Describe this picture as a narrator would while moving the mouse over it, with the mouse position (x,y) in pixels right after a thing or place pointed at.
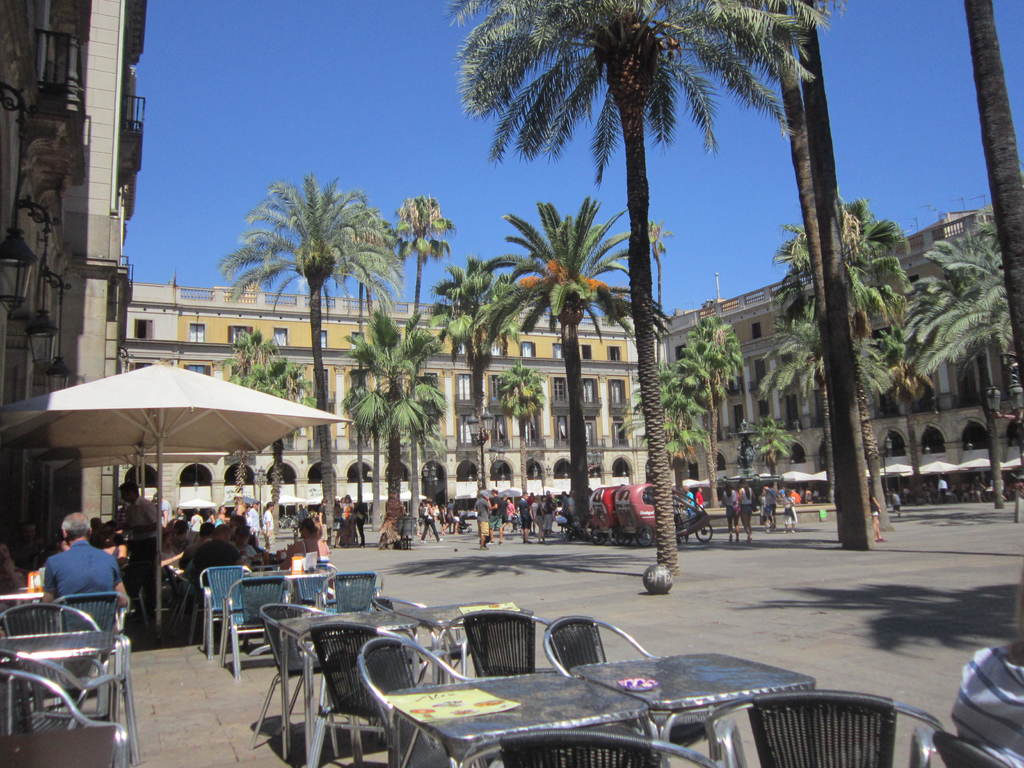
The picture is clicked outside. In the foreground (739,666) we can see the tables (284,659) and the chairs (636,741) and we can see the group of persons (208,541) sitting on the chairs (228,581) under a white color tent (188,455) and there is a person (141,567) standing on the ground (165,653). In the center (663,404) we can see the trees (665,497), vehicles (634,510) and group of persons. In the background (323,98) we can see the sky (349,150) and the buildings (91,228) and we can see the lamps (7,271) and some other objects (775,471).
